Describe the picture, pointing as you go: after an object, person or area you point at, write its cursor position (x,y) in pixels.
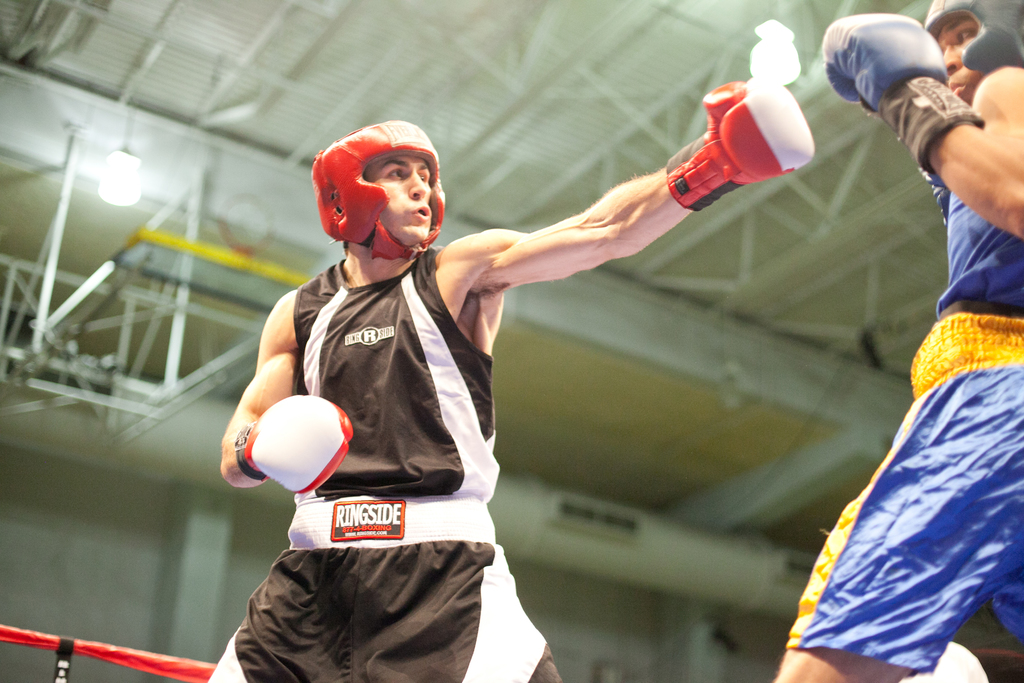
In the foreground of this picture (407,381), there are two persons (417,392) boxing. In the background (225,161), there is a shed (98,287) and a light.
